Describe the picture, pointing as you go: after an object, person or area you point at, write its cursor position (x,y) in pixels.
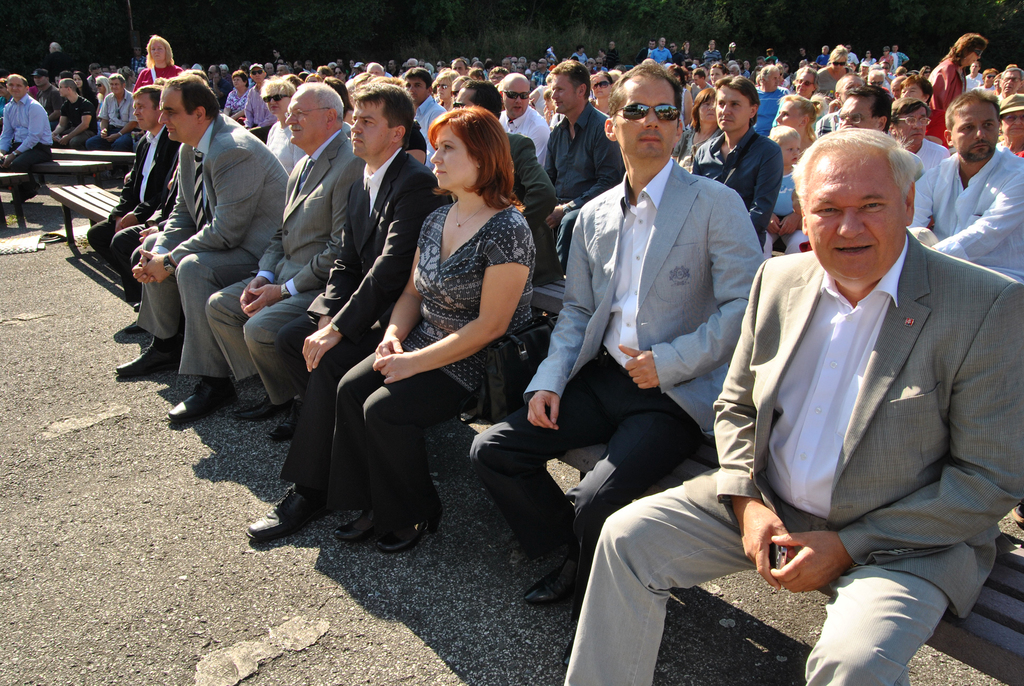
In this image we can see few people (550,133) sitting on the benches (58,164), some of them are standing on the ground (223,549) and there are few trees (583,15) in the background (300,42).
